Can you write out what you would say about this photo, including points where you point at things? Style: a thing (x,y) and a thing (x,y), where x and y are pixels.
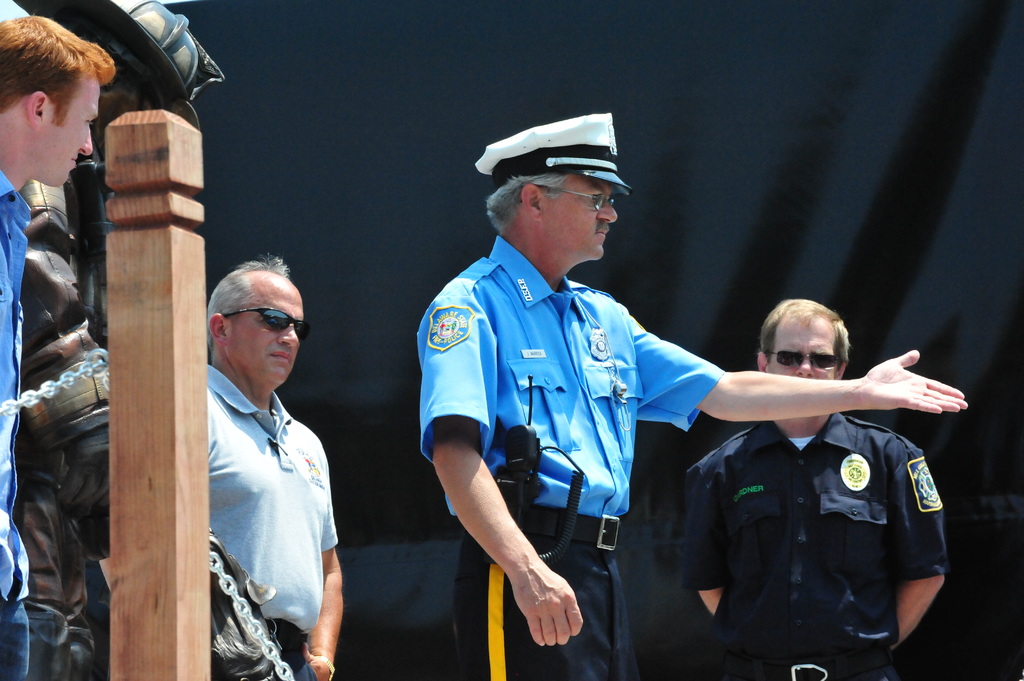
In this image there are persons (800,523) standing. In the front (140,315) there is a wooden pole (138,324). In the background (391,323) there is a curtain (736,168) which is black in colour.
